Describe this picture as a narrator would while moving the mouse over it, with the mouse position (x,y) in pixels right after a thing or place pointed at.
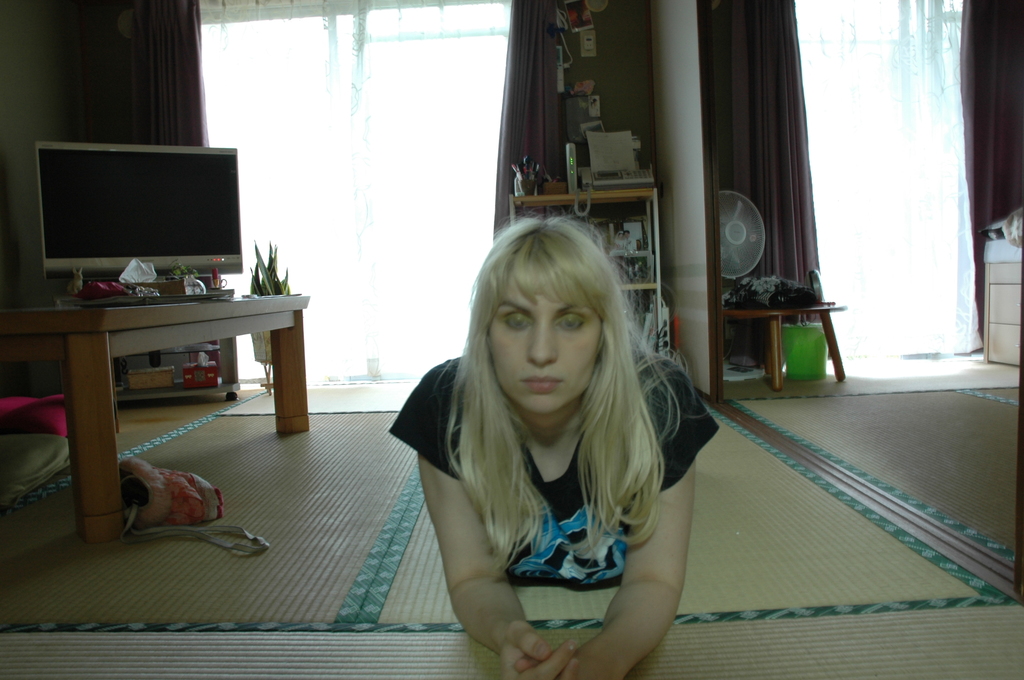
In this picture there is a woman (568,462) lying on the ground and there is a table (79,425) beside her which has a television (113,250) and some other objects (120,281) on it and there is a glass window (433,185), curtain (512,130) and some other objects (592,187) in the background (507,126).
